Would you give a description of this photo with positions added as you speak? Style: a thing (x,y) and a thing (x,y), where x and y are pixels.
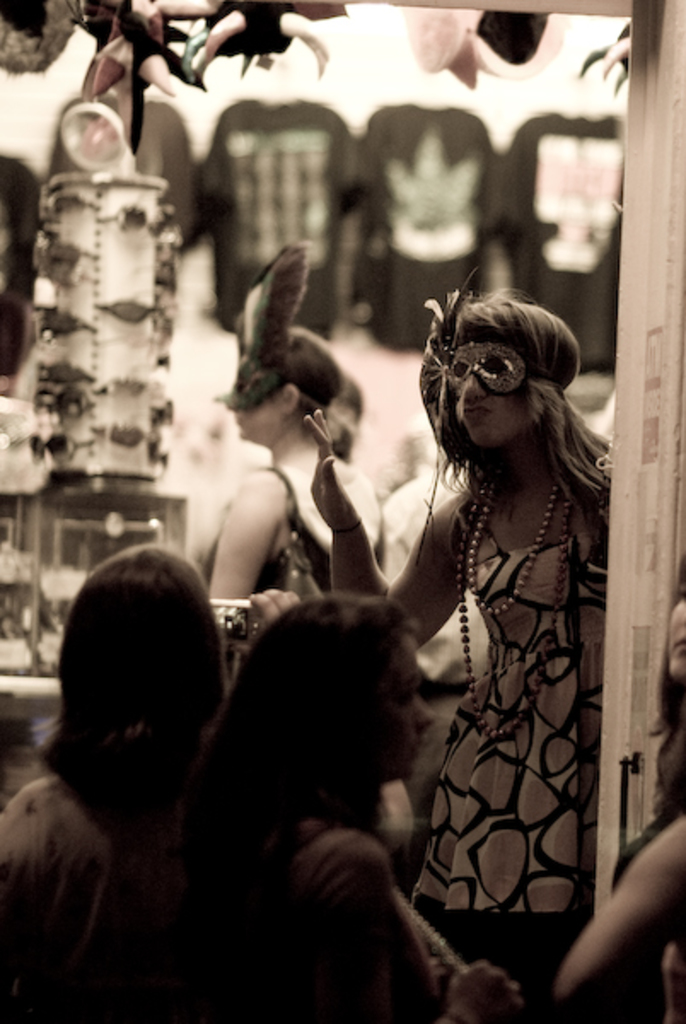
In the picture I can see a woman (488,415) on the right side (492,520). I can see a fashion eye mask (458,330) on the eyes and there are chains (548,513) on her neck (539,513). There is a woman (67,877) on the left side (167,598) and she is capturing an image with a camera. I can see two women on the bottom left side (21,933). I can see the goggles (162,235) in the stand (152,273). In the background (457,169), I can see the black color T-shirts (467,175) and a woman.
